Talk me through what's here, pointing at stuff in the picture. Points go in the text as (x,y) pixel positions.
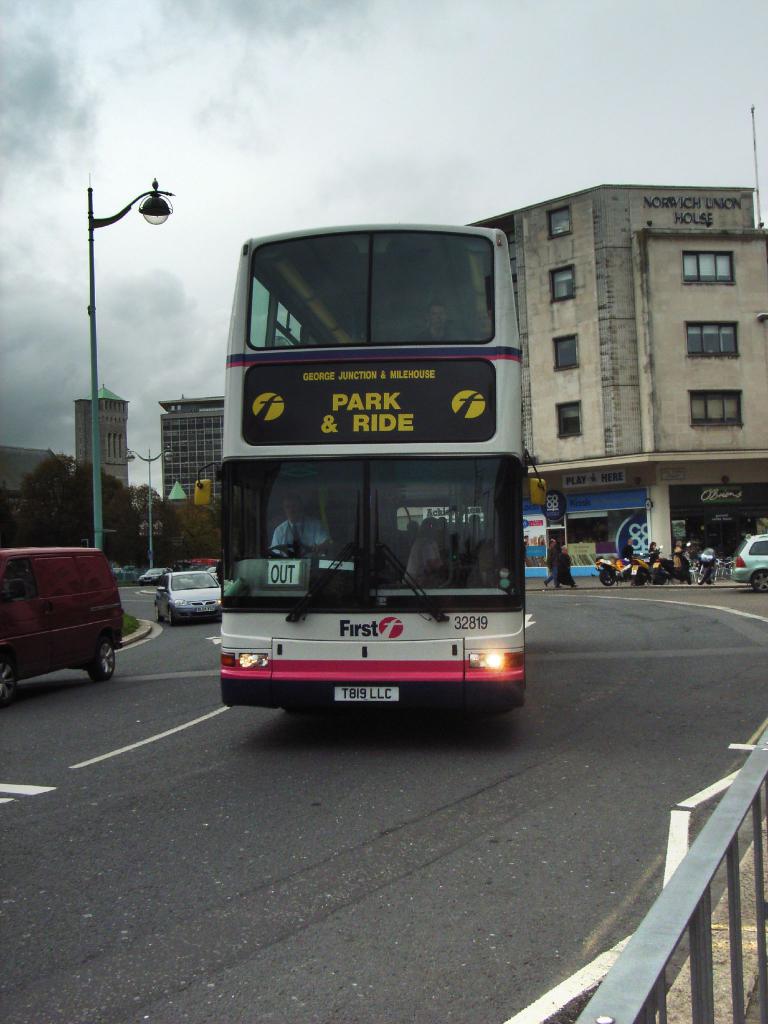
In the image we can see there is a bus (372,677) and there are other vehicles (103,589) parked on the road (530,767). Behind there are buildings (752,339) and there is a street light pole (91,329). There is a cloudy sky (399,184) and its written ¨Park & Ride¨ on the bus (359,453).
